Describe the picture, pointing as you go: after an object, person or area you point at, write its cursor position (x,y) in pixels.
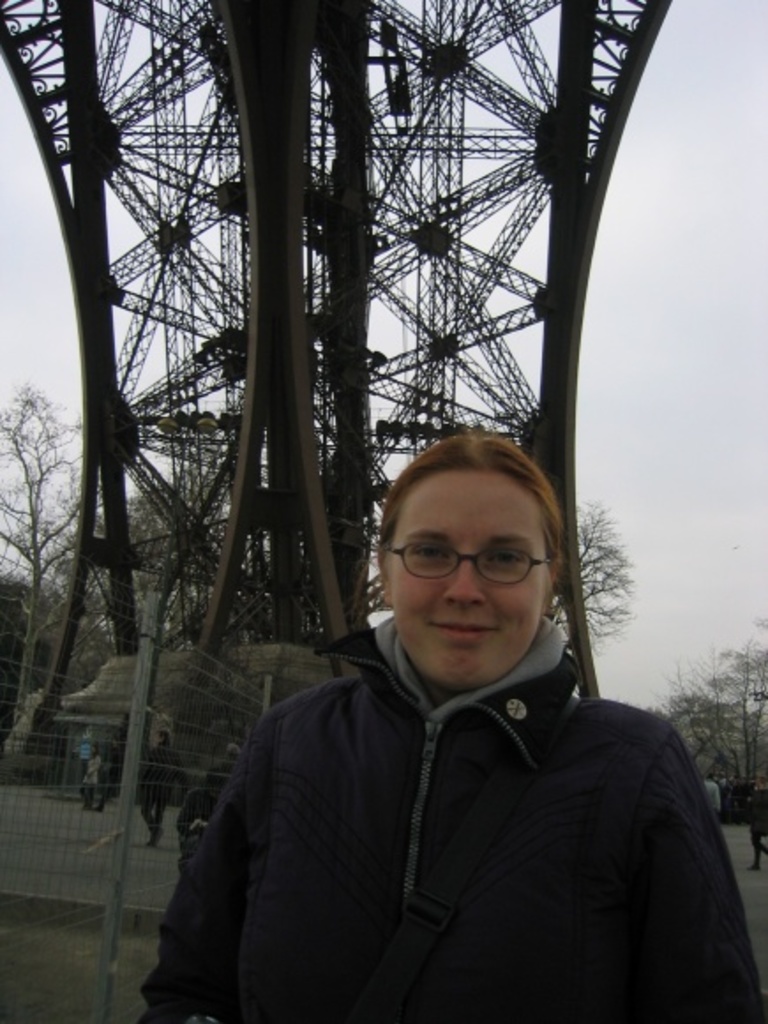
This image consists of a person (407,833) in the middle (442,604). She is wearing a black jacket (407,780). There are trees (65,530) in the middle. There is sky (730,310) at the top (57,278). There is a tower (298,22) behind her.
